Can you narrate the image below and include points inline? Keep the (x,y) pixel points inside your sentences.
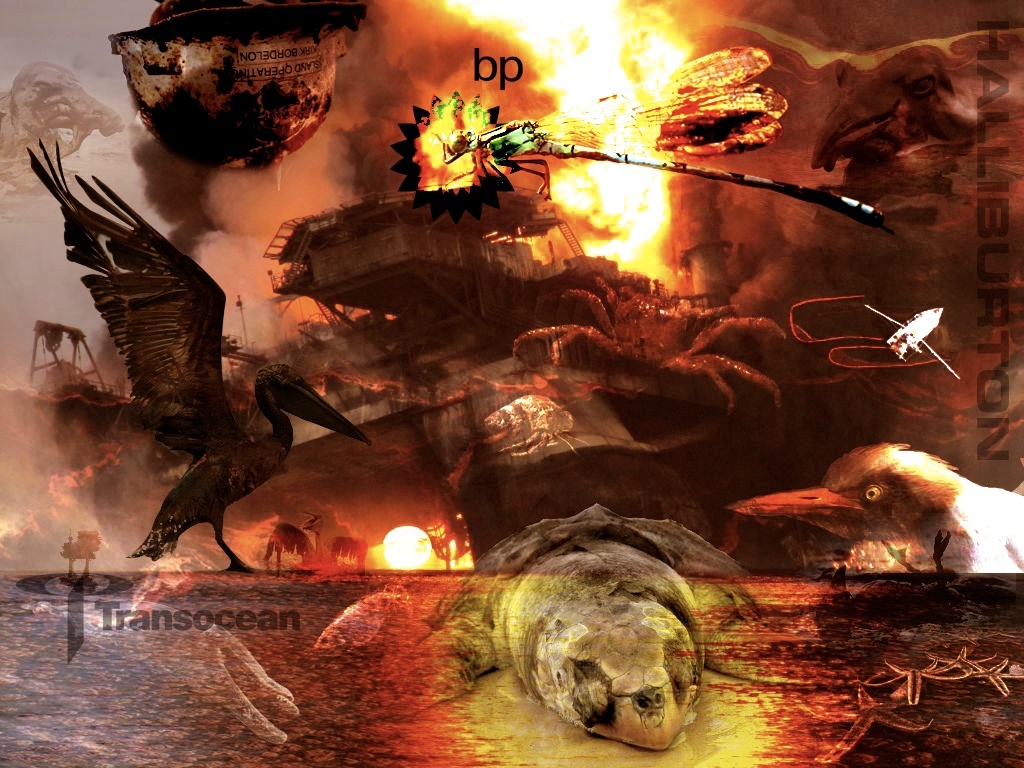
In this image I can see depiction picture (543,329) of few animals (626,307). I can also see watermarks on every sides of the image.
